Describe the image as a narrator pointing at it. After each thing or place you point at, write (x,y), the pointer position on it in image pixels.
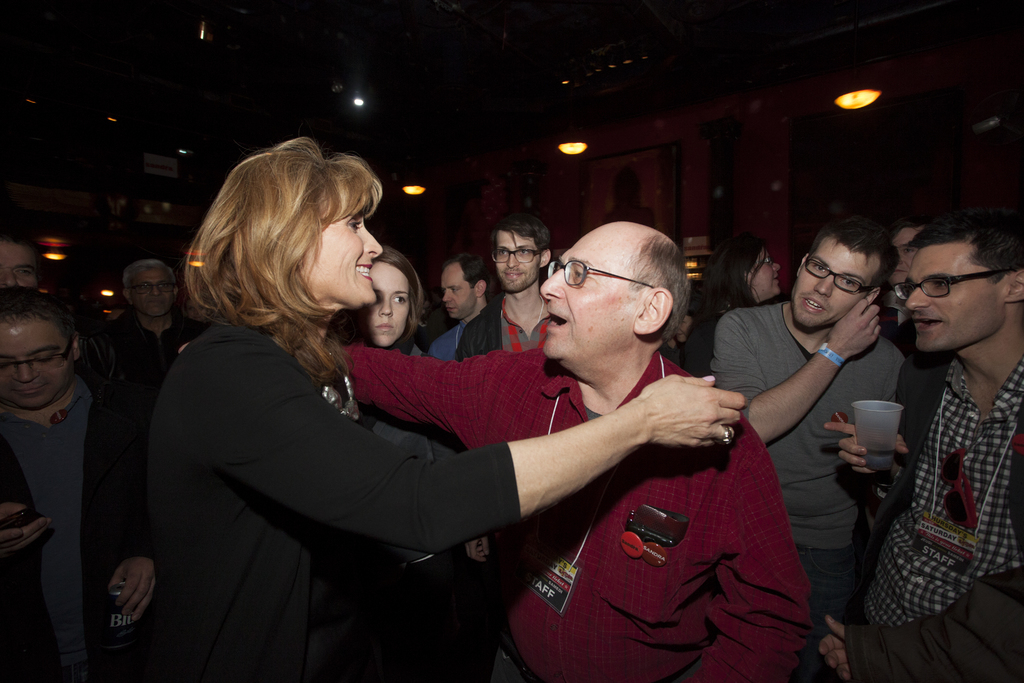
In this image a person (600,243) wearing spectacles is standing. Before him there is a woman (242,379). Right side (937,564) there is a person (961,341) wearing spectacles (945,281). He is holding a glass (886,443) in his hand (848,456). Background there are few persons (761,435) standing. Top of the image (434,131) few lights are attached to the roof (494,124).
